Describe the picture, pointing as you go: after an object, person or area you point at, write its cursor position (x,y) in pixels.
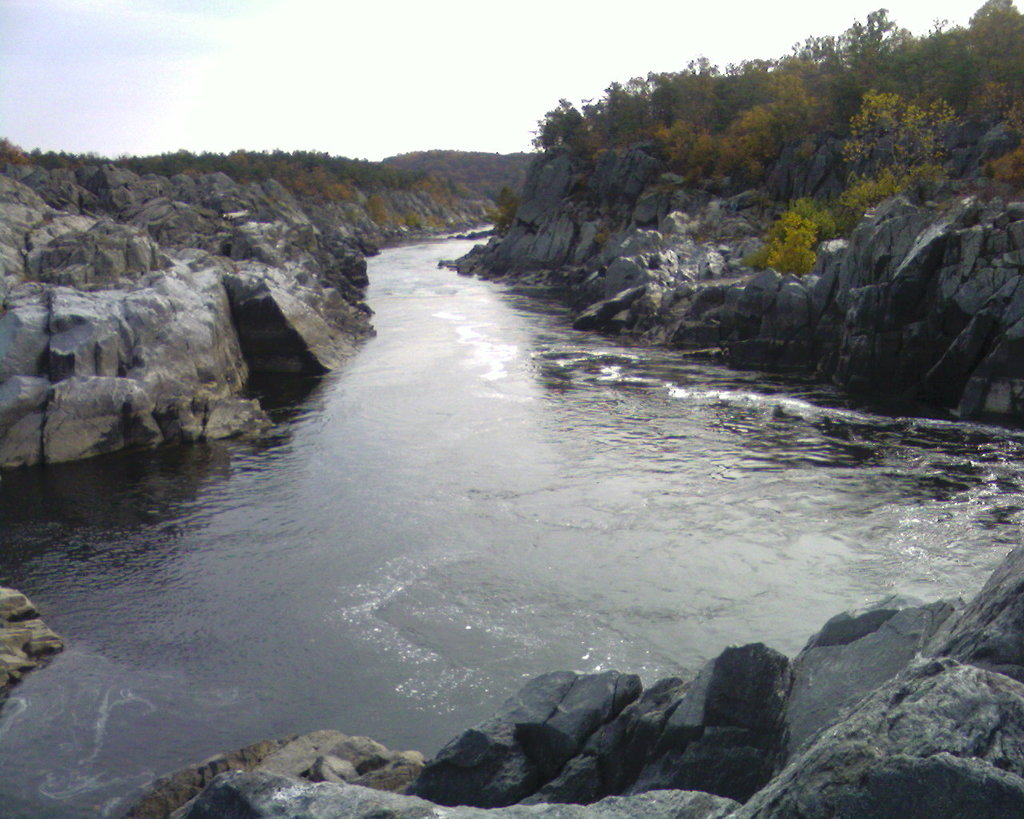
This image is clicked outside. There are trees (810,125) on the right side (763,109). There is water (538,526) in the middle (476,525). There is sky (447,143) at the top (191,125).
